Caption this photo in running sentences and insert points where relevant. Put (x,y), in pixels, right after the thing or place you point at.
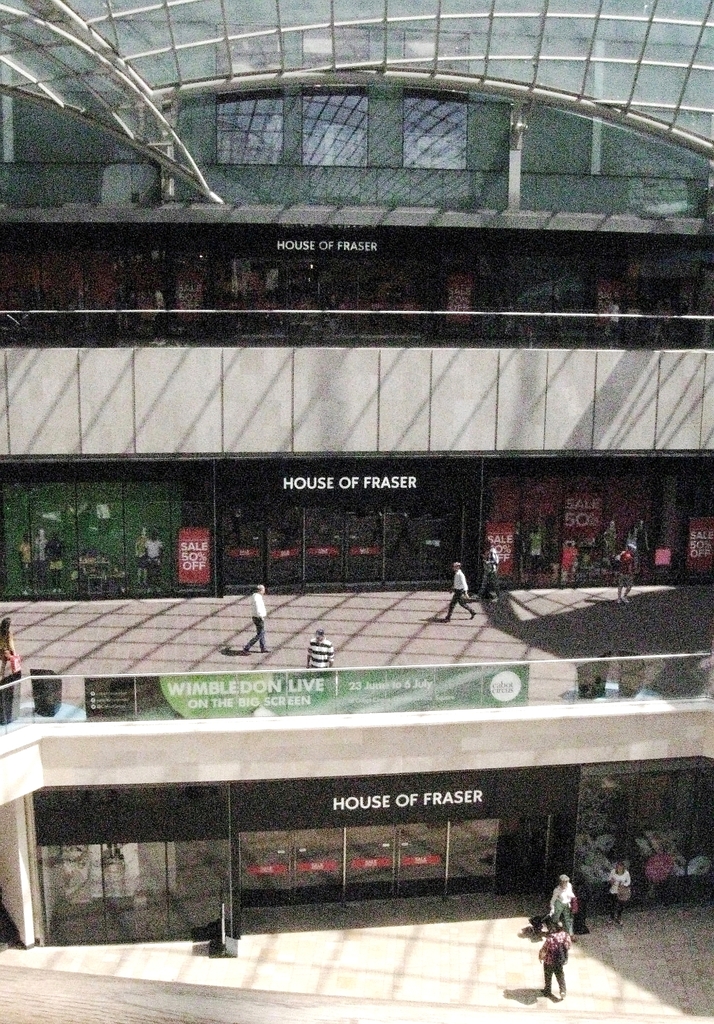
In this image we can see a building (7,553). There is a banner (267,686) with some text (294,686). There are people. At the bottom of the image (567,852) there is glass door (268,843). There are people (562,878) standing. At the top of the image (706,64) there is ceiling (354,7) with rods (38,20) and glass (166,77).
